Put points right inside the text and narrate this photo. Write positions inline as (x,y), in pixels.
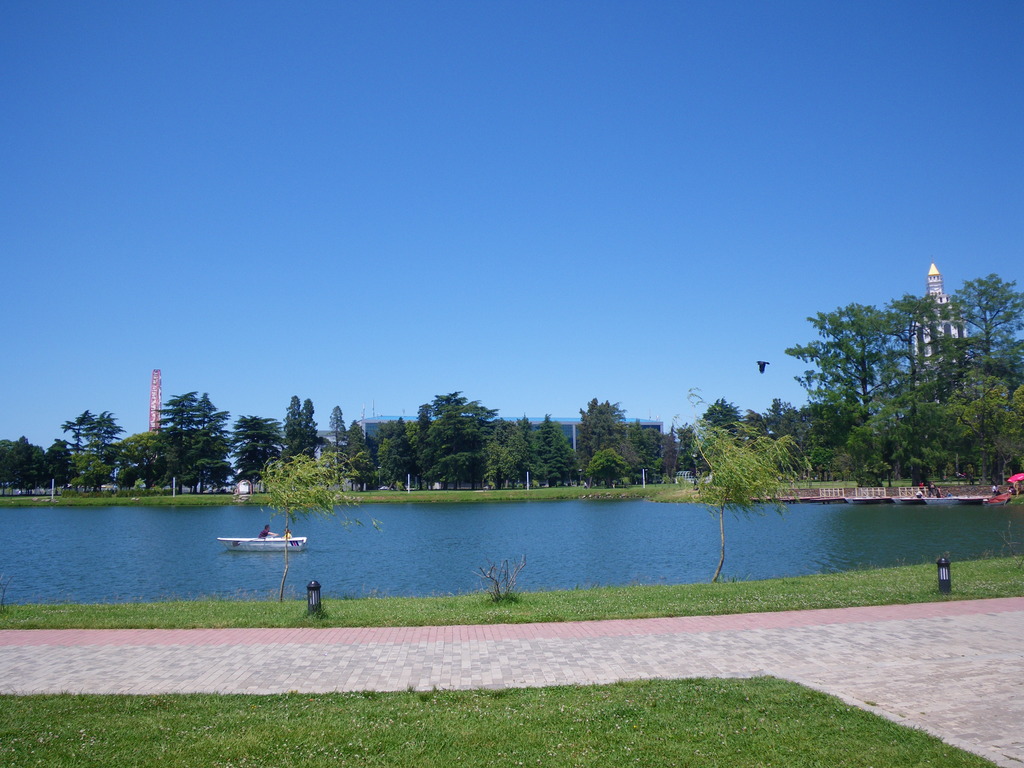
In this picture we can see grass (374,618), few lights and a boat (245,541) on the water (380,561), we can see two persons (265,538) in the boat (265,542), in the background (560,422) we can find few trees (627,443), buildings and a tower (154,401), on the right side of the image (918,493) we can see few people (1013,494).
